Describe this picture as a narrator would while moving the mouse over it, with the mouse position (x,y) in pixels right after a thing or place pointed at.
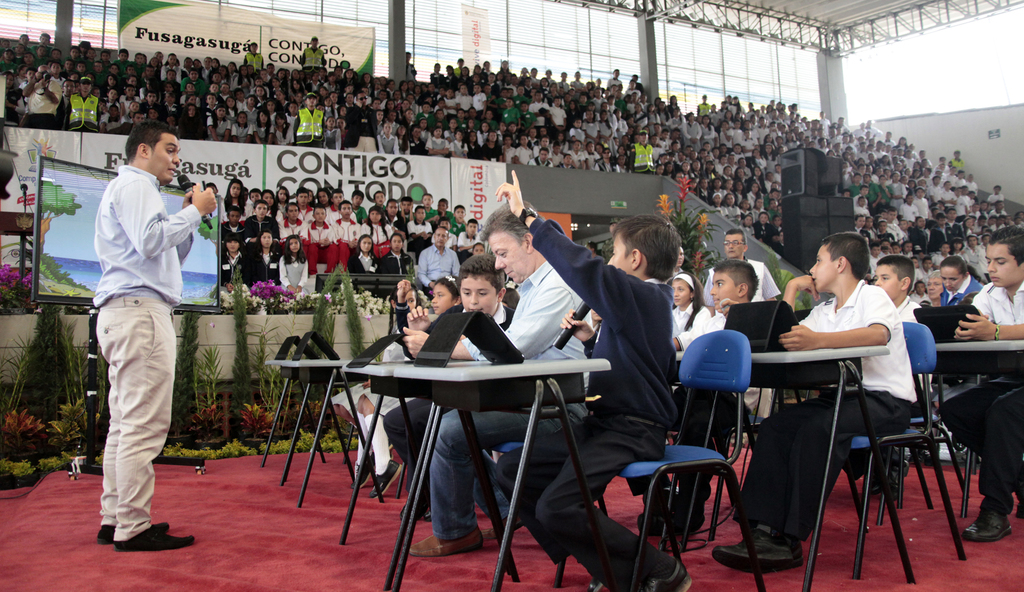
This person (123,246) standing and holding microphone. Few persons (539,335) sitting on the chair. Group of people (886,202) sitting. This is banner (374,190). We can see tables (961,360) and chairs (720,368). This is television (45,293) with stand (91,422). This is plant (28,398).
